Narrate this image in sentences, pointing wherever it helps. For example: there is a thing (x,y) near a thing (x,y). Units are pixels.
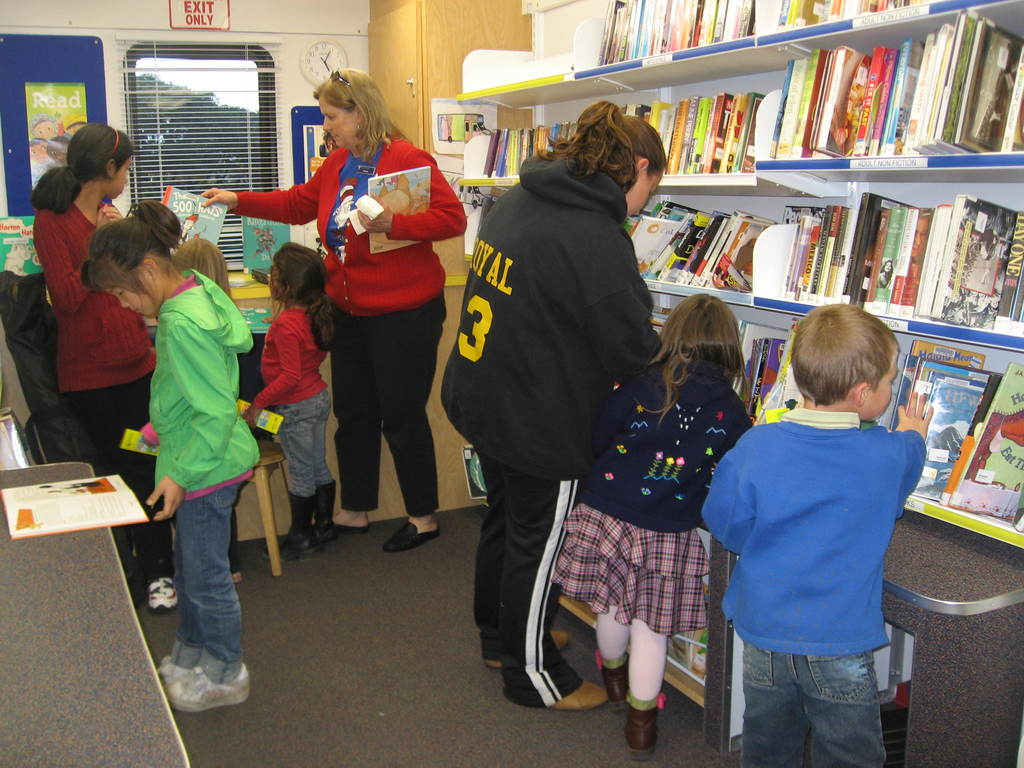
There are people (702,453) standing and she is holding books (186,212). We can see books (963,503) in racks (905,347) and table (54,609). On the left side of the image (90,488) we can see book (59,518) on the table (51,579). In the background (28,258) we can see boards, books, posters (313,168), window (208,145), cupboard (405,59), wall (366,53) and few objects (305,46).
